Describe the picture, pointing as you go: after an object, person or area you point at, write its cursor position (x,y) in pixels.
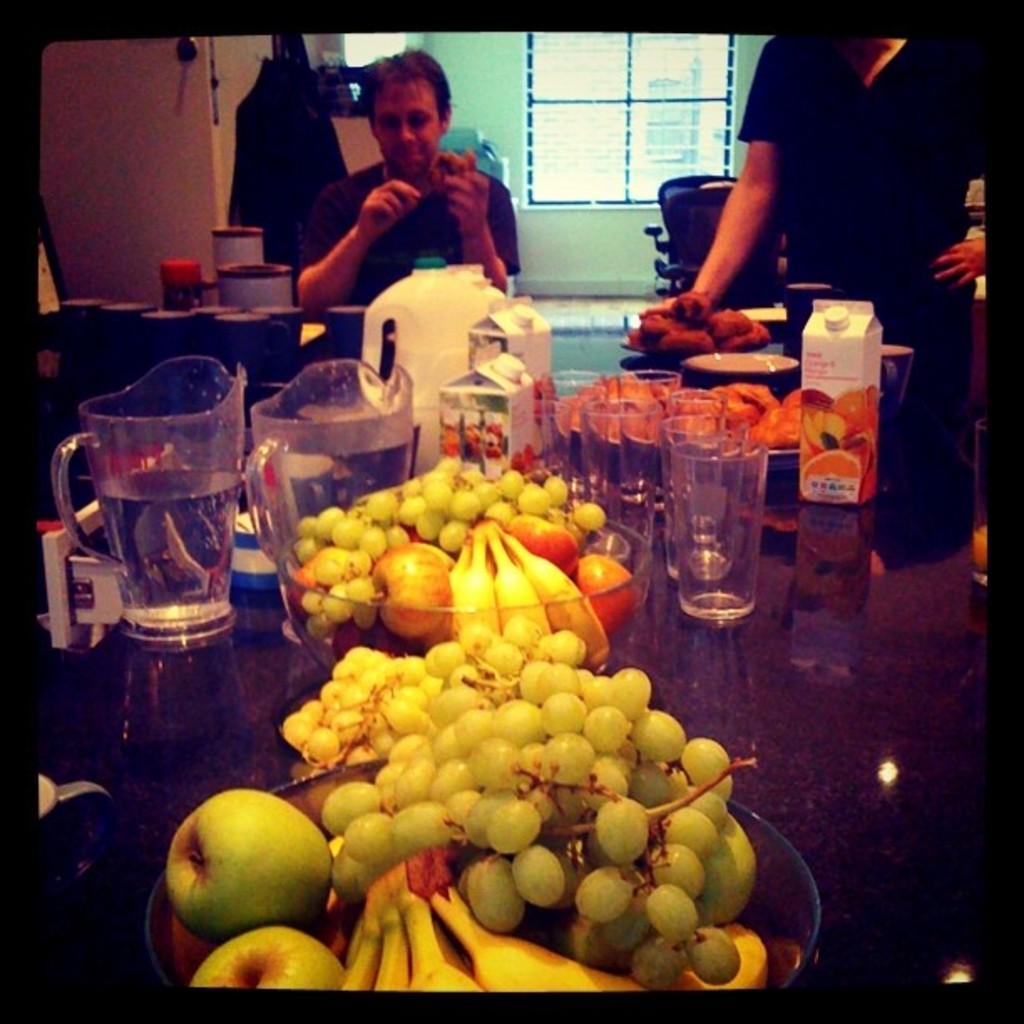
In the image I can see a person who is sitting in front of the table (692,673) on which there are some fruits (510,604), glasses (704,501), jars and some other things (447,384) and also I can see a person (787,226) who is standing.
